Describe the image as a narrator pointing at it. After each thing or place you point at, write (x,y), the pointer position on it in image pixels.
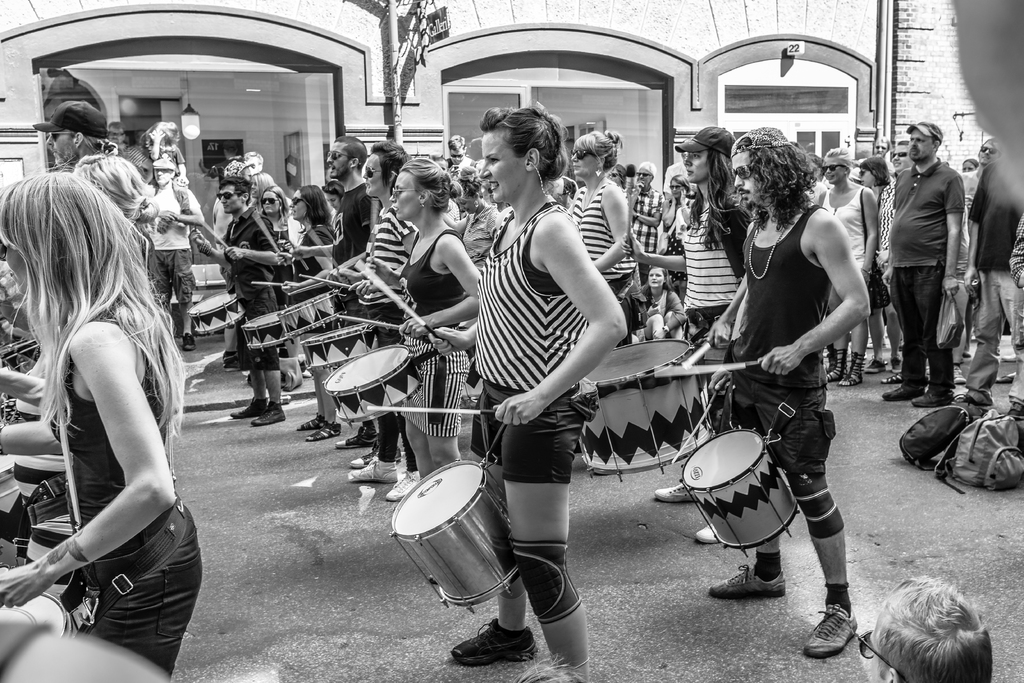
It seems to be the image is outside of the city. In the image there are group of people (254,257) standing and playing their musical instruments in background (210,58) there is a glass door (206,105) which are closed and a light (193,106).
